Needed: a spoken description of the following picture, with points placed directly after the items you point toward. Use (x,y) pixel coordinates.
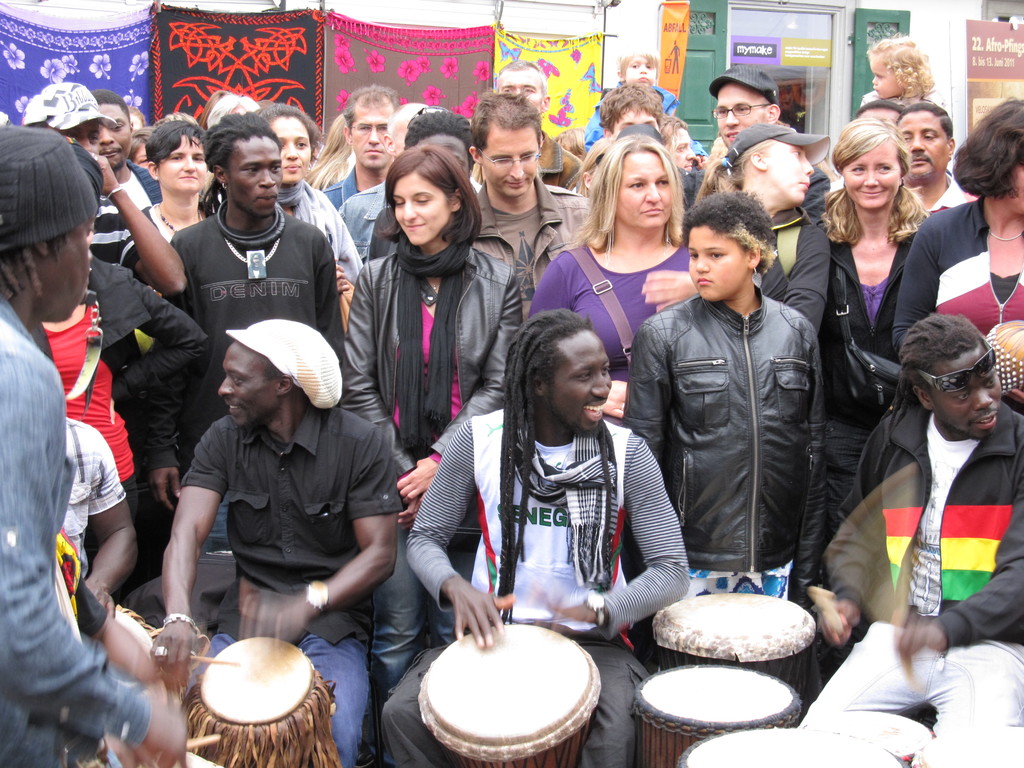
In this image i can see a group of people (607,313) are standing. In front (249,383) there are some persons (261,380) are playing drums (303,682).
